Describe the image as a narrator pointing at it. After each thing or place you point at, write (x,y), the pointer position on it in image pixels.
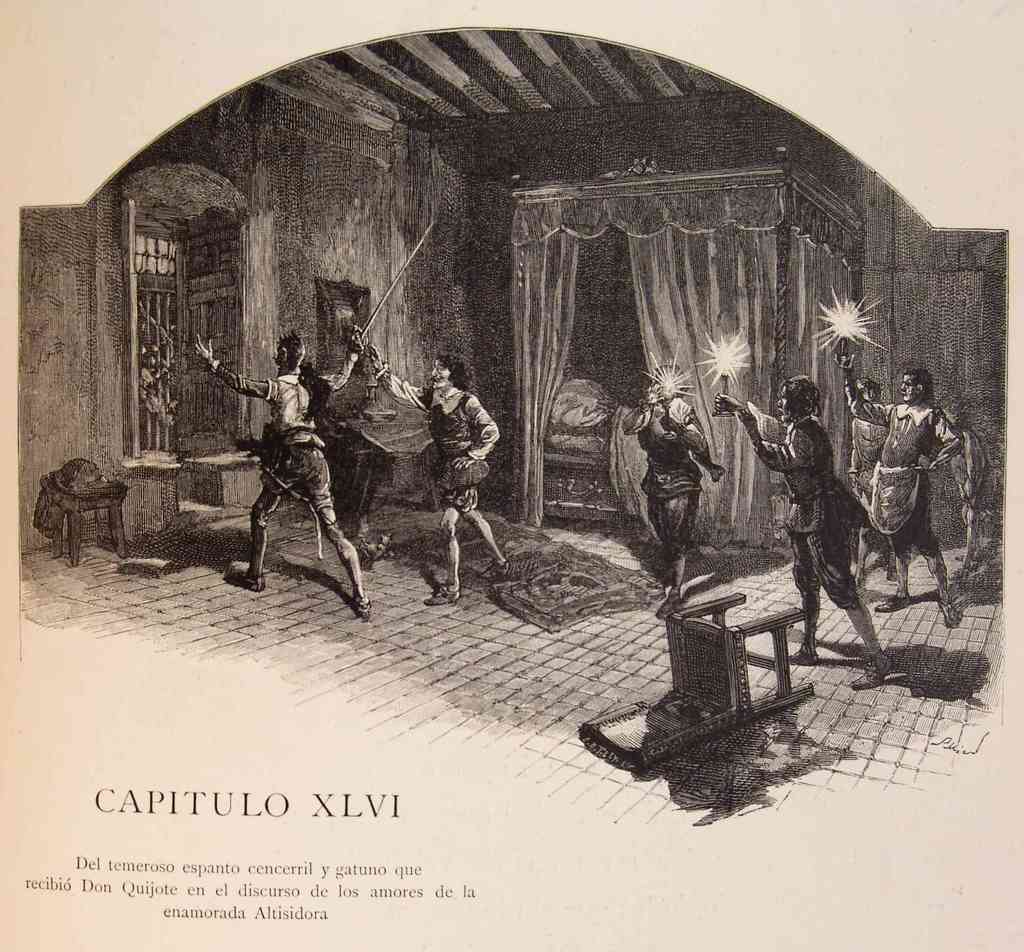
In this image I can see the poster (240,615) in which I can see few persons (284,428) standing and holding few objects (725,352) in their hands (372,358), few chairs (82,507) on the floor (131,598), the curtain (542,281) and the window (161,351). I can see few words (233,790) written on the bottom of the image (133,793).
